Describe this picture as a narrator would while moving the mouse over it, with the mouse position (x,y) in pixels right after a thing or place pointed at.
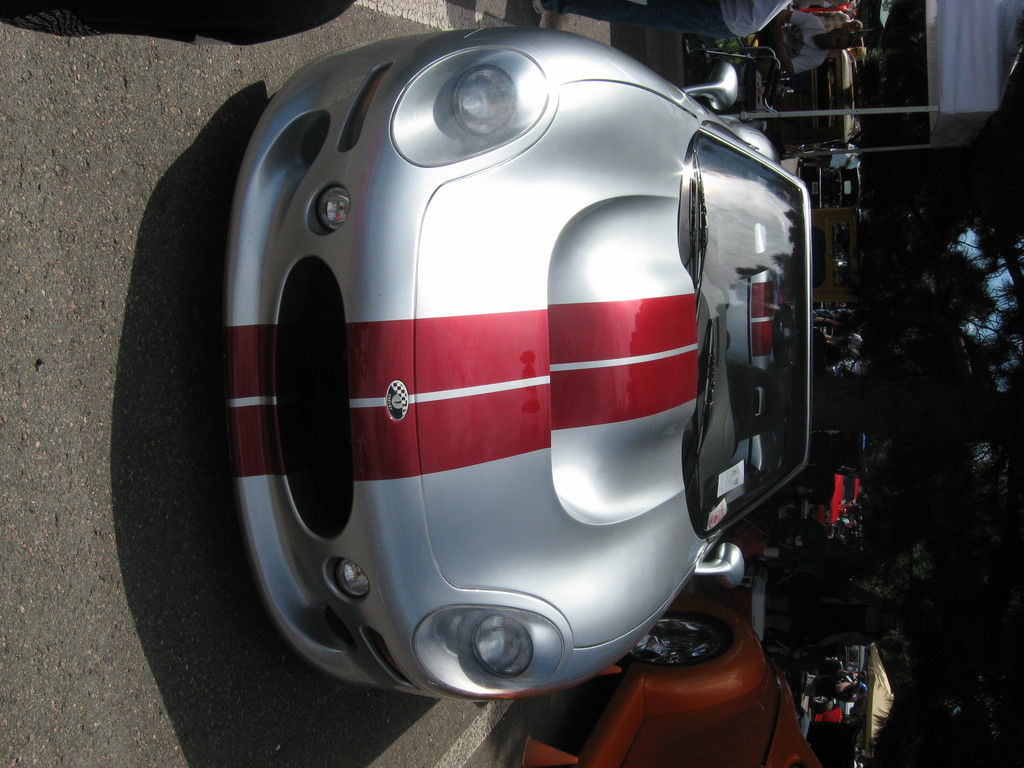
Vehicles (494,193) are on the road (181,368). Background (970,70) there are tents (962,88), trees (878,205) and people (693,4).
